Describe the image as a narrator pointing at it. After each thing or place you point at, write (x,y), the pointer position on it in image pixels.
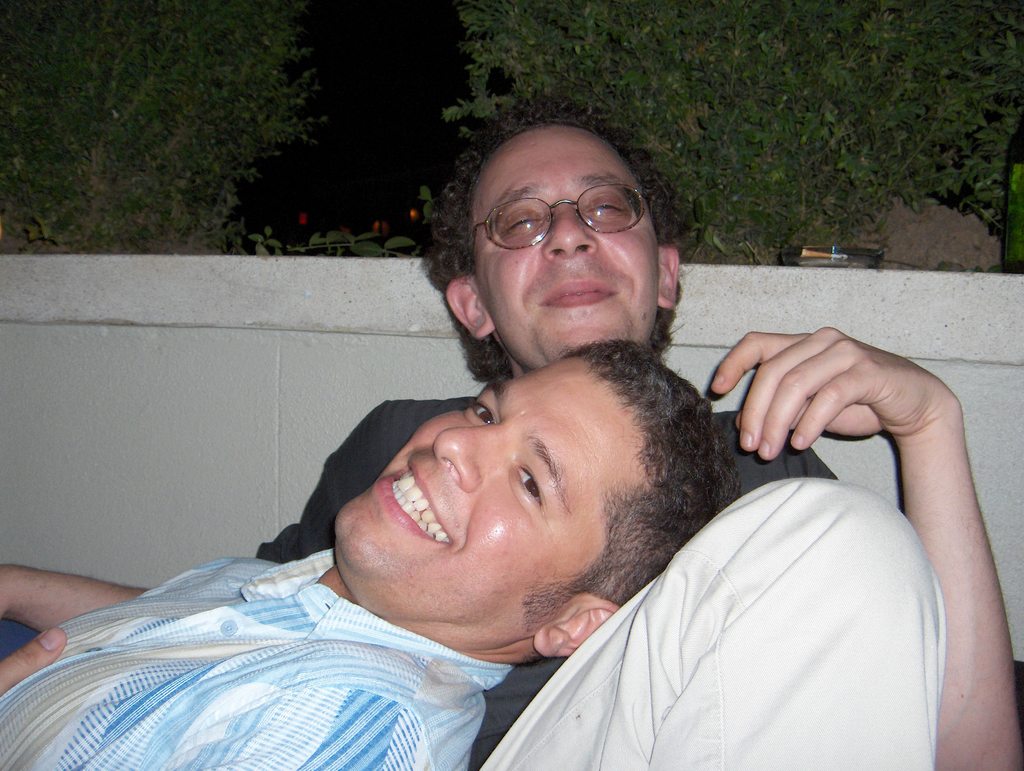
In this picture I can observe two men (510,421). Both of them are smiling. One of them is wearing spectacles (589,229). Behind them there is a wall (239,337). In the background (143,111) there are trees (701,105).
